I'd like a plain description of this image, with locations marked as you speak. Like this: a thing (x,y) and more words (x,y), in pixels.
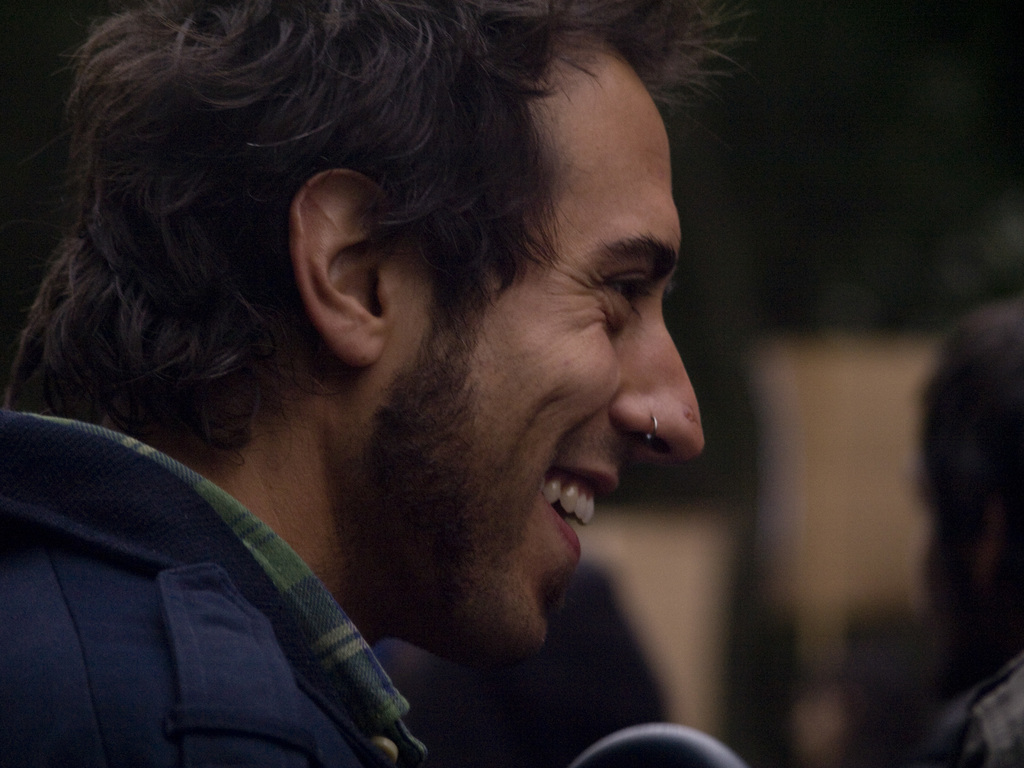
In this image we can see a person (384,475). The background of the image (803,92) is blurred. To the right side of the image (1009,584) there is another person (963,578).
